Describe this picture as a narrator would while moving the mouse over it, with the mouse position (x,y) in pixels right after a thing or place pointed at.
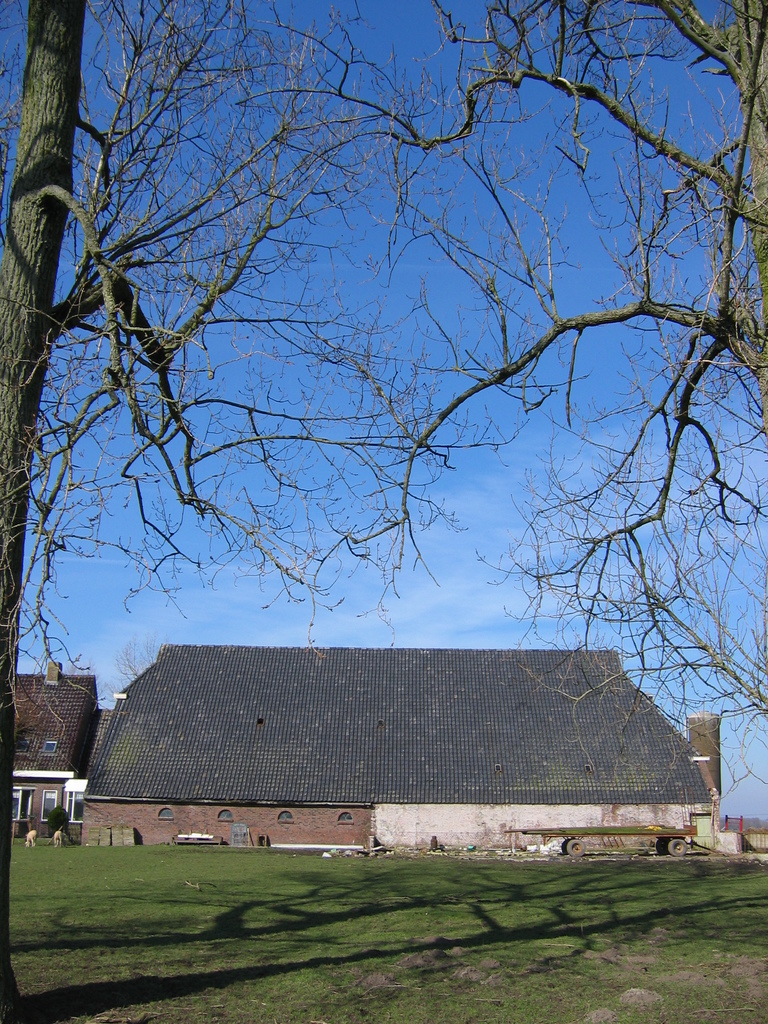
In this picture we can see buildings (288,716). On the bottom (508,891) we can see grass (329,986). Here we can see trees (721,483). In the background (520,444) we can see sky (505,455) and clouds (482,501). Here we can see a vehicle (672,846) standing near to the door (704,826). On the left (60,834) background (33,846) we can see two animals (55,846), standing near to the plant (58,820).
